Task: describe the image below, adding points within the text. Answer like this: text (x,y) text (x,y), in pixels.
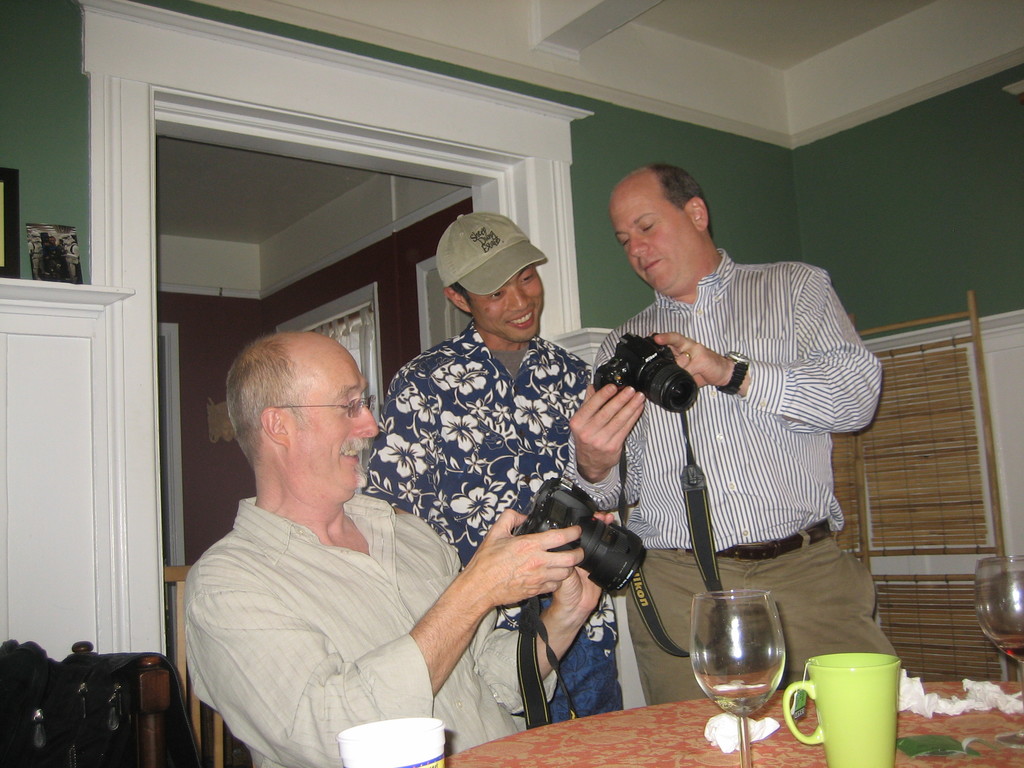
In this picture we can see three persons (731,340). They are holding a camera (609,524) with their hands (728,375). He has spectacles (351,410) and he wear a cap (509,252). This is table (654,737). On the table (654,737) there is a glass (761,623) and a cup (821,715). On the background (927,215) there is a wall (927,215).
